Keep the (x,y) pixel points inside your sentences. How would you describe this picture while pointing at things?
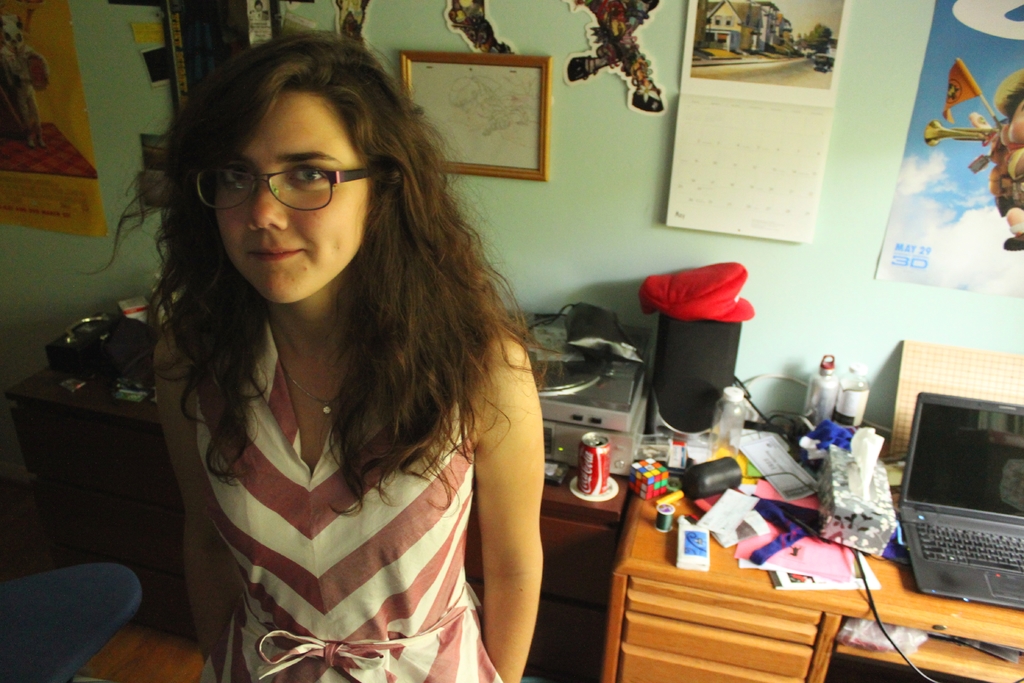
In this image I can see a woman (228,129) wearing a specs (199,183). In the background (623,560) I can see stuffs (765,529) and a laptop (968,419) on this desk (890,617). On this wall (597,240) I can see calendar (698,40), frame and a poster (909,147).
